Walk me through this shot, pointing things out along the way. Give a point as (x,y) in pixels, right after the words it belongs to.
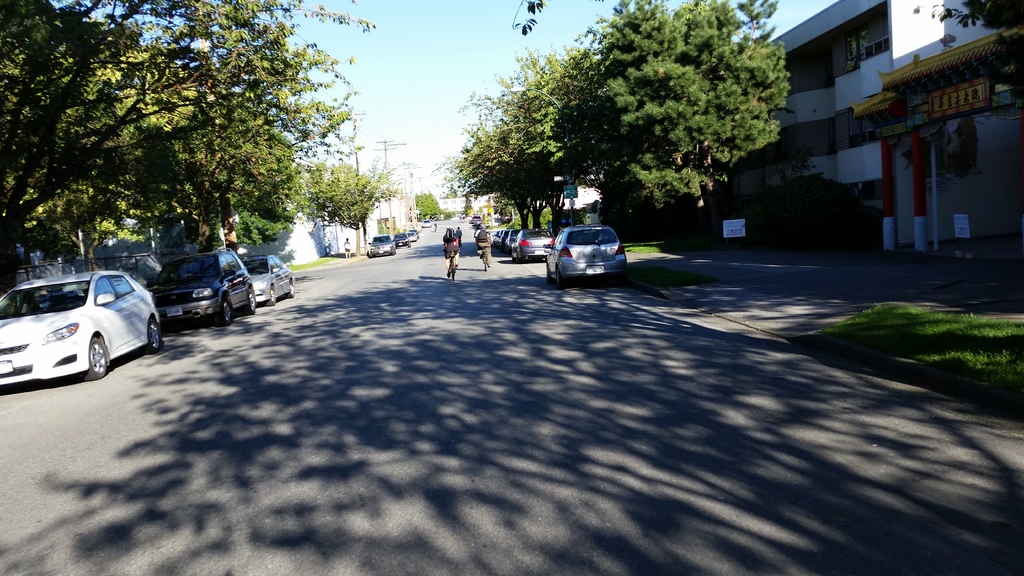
In this picture few people (457,258) riding bicycles (488,265) on the road (434,378) and there is a person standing and we can see cars (283,272), trees (155,189), grass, arch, building (853,184), pillars (891,233) and boards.
